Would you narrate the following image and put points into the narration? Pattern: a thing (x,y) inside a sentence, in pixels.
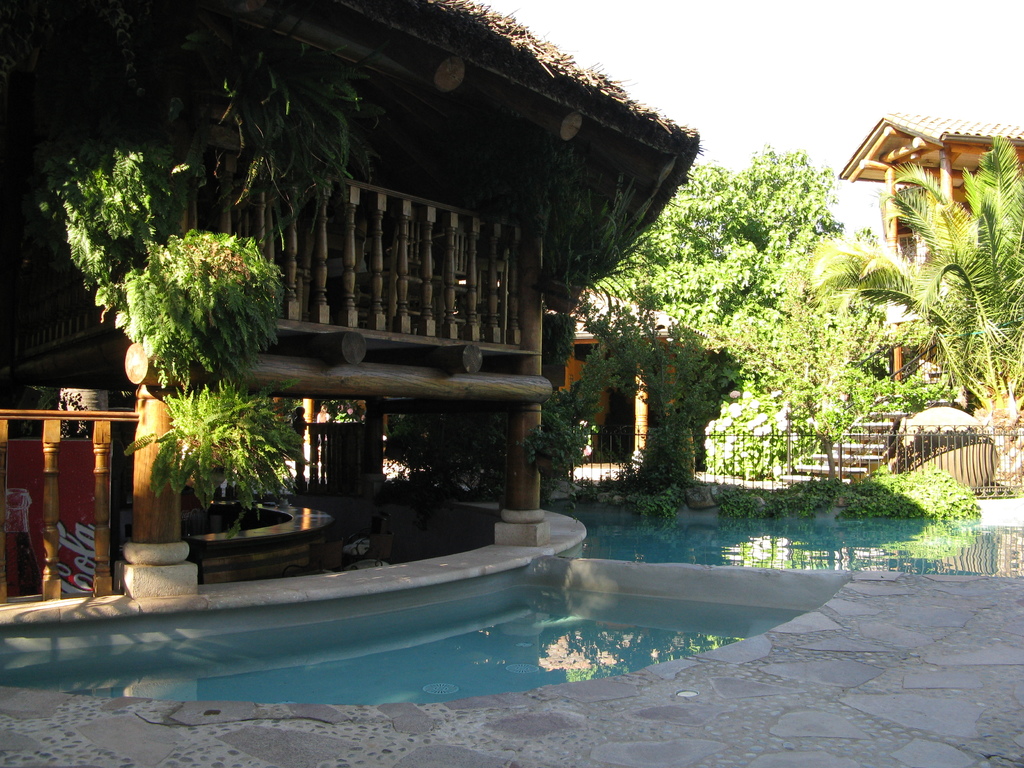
In this image we can see a house (298,379), pool (652,518), creepers (678,469), iron grill (757,464), floor (462,739) and sky (585,25).
